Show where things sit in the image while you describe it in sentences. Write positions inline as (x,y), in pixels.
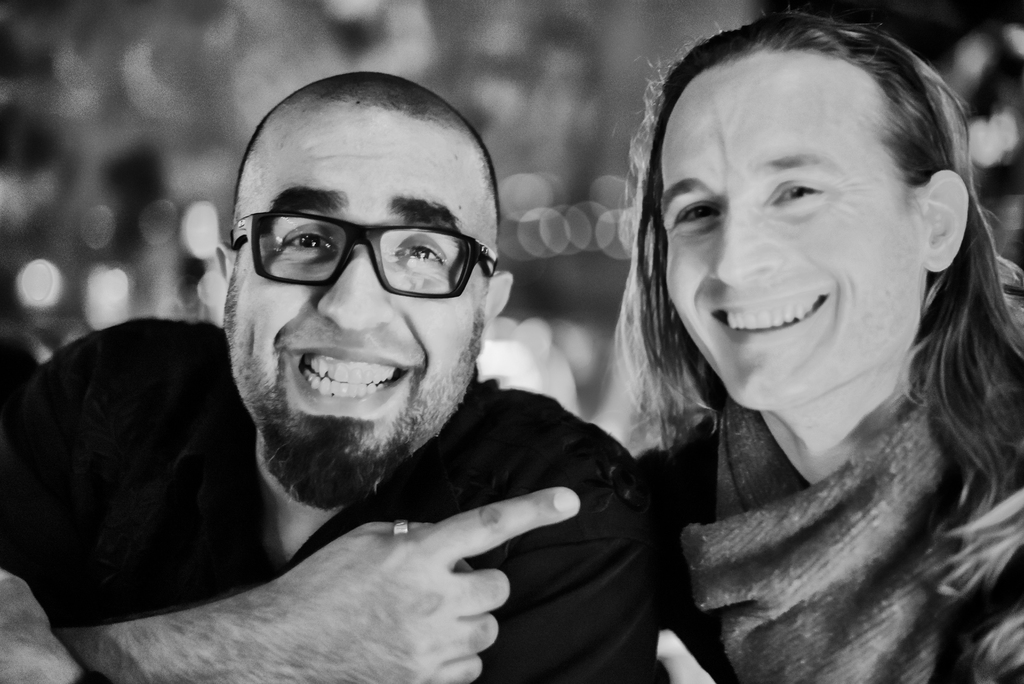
In this image I can see two people (605,580) with the dresses (735,576) and one person (461,617) with the specs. I can see the blurred background (600,208) and this is a black and white image.
